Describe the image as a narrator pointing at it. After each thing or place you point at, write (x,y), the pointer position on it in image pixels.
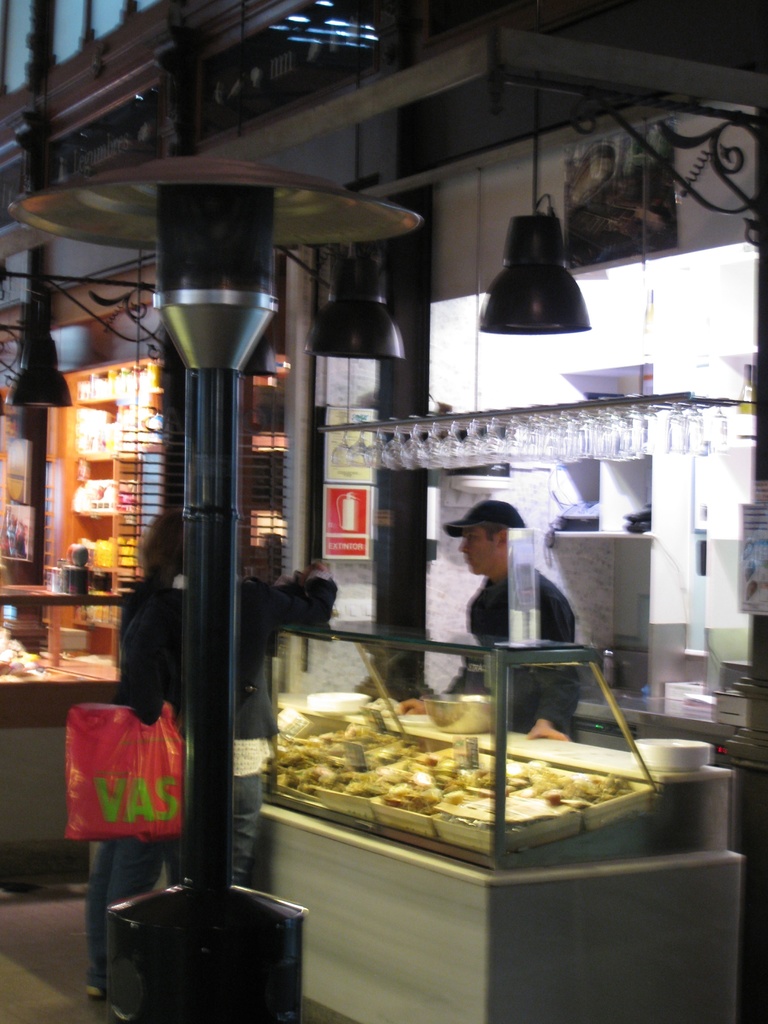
In this picture we can see a man (513,504) standing wearing a cap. We can see food (336,760) through this glass (290,752). We can see another person (148,593) carrying a red cover (183,754). At the top (540,312) we can see lights (342,340). This is a floor (55,945) and a pillar (215,822).
